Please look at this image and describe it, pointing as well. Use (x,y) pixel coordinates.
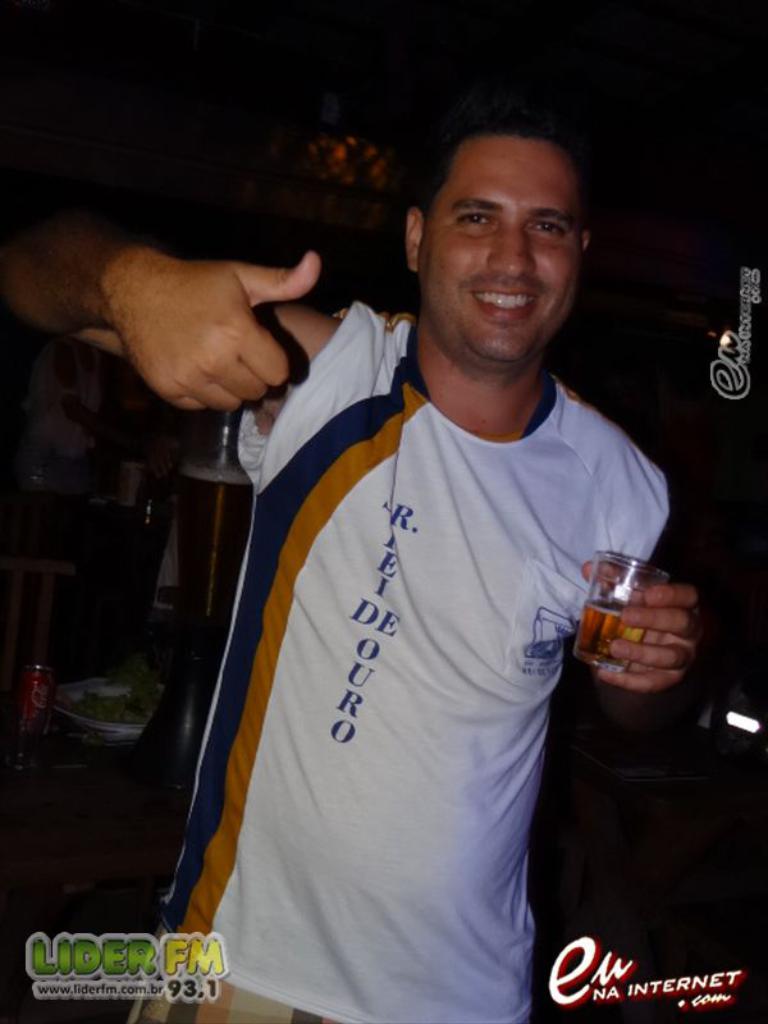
In this image there is a man (477,235) standing by holding a glass (655,580) in his hand (631,683), and in the back ground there are group of people (31,396) standing.
